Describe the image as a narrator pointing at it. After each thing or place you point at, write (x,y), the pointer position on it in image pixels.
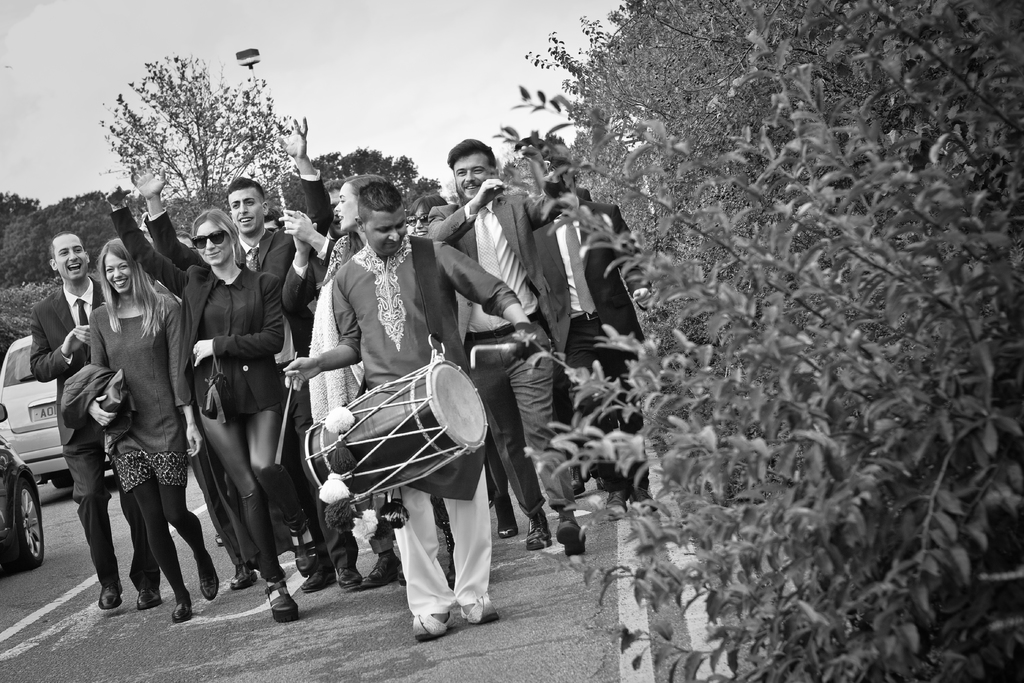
The picture is taken in the streets (633,566). To the right (919,619) there are plants (702,227). In the foreground of the picture (519,475) there are people (118,272) dancing and in the center (375,275) there is a man (433,295) playing drum (402,395). On the left (21,405) there are cars (45,441). In the center of the left that there are trees (186,187). On the top of the background (495,76) sky (56,81) is cloudy.
